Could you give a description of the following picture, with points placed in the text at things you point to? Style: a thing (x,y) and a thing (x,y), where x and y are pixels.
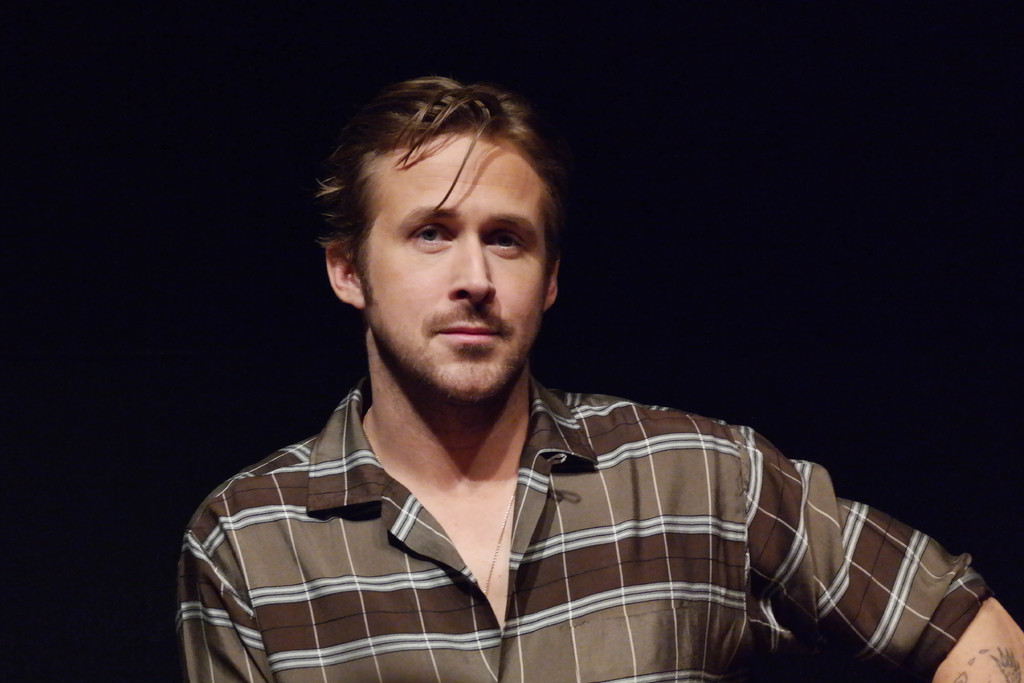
In the center of the image (488,256) we can see man (506,466).
